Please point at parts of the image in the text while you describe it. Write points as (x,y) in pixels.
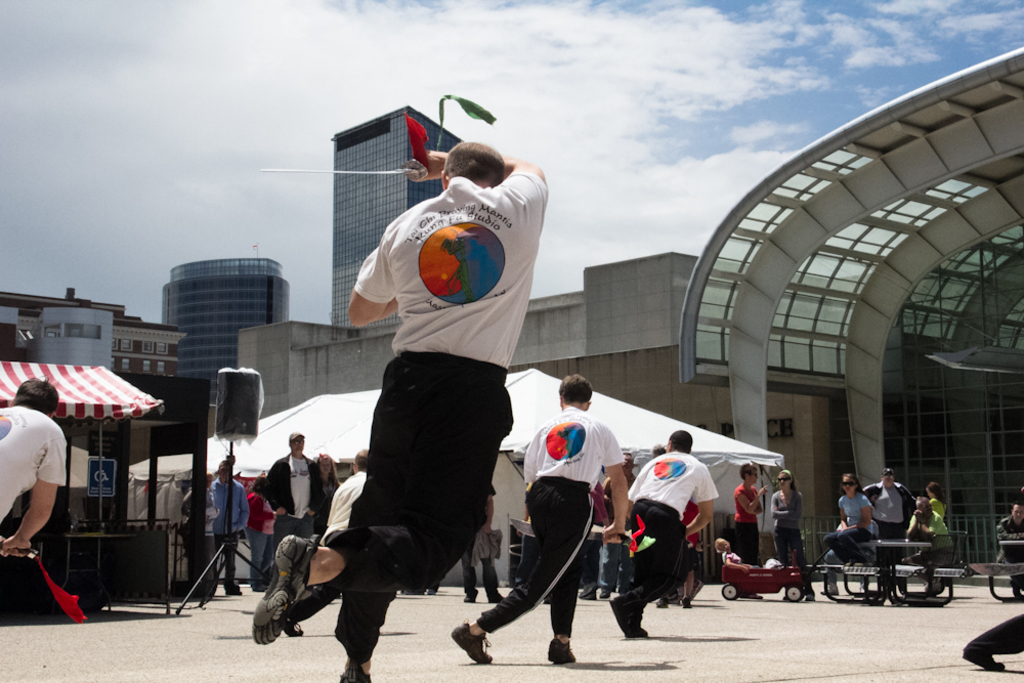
In this picture I can see group of people (554,637) standing and holding swords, there are group of people (256,482) standing, there is a speaker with a stand (231,540), there are buildings (970,294), and in the background (675,184) there is sky (675,184).
